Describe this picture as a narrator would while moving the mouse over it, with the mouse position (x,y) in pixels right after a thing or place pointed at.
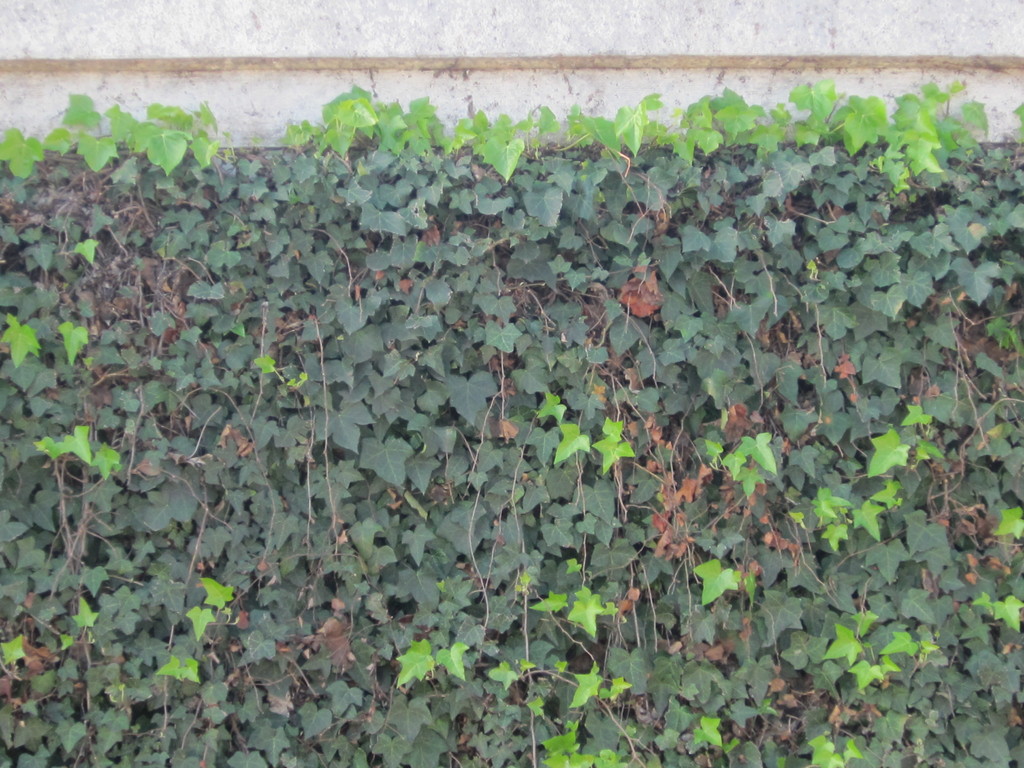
In this image we can see some plants (783,463). We can also see a wall (879,86).
